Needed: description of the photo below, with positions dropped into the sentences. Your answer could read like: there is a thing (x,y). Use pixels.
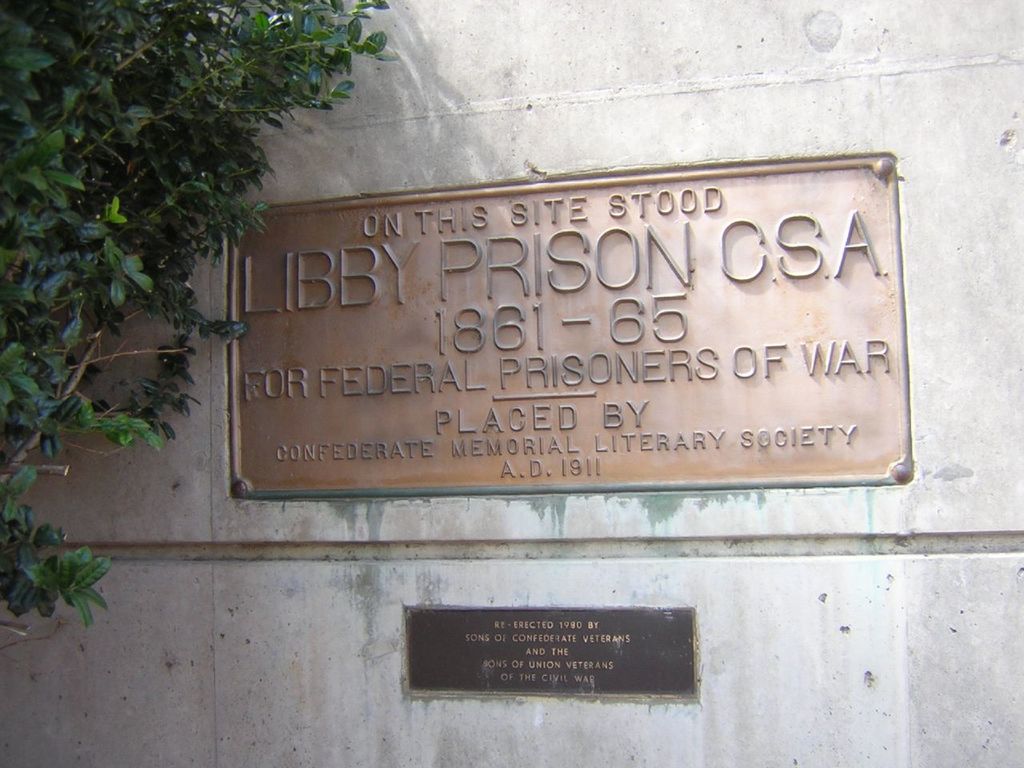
In this image there is a wall (142,544), there are two boards (559,685) on the wall (570,595), there is text (547,315) on the boards (545,340), there is a tree (82,270) truncated towards the left of the image (116,161).
